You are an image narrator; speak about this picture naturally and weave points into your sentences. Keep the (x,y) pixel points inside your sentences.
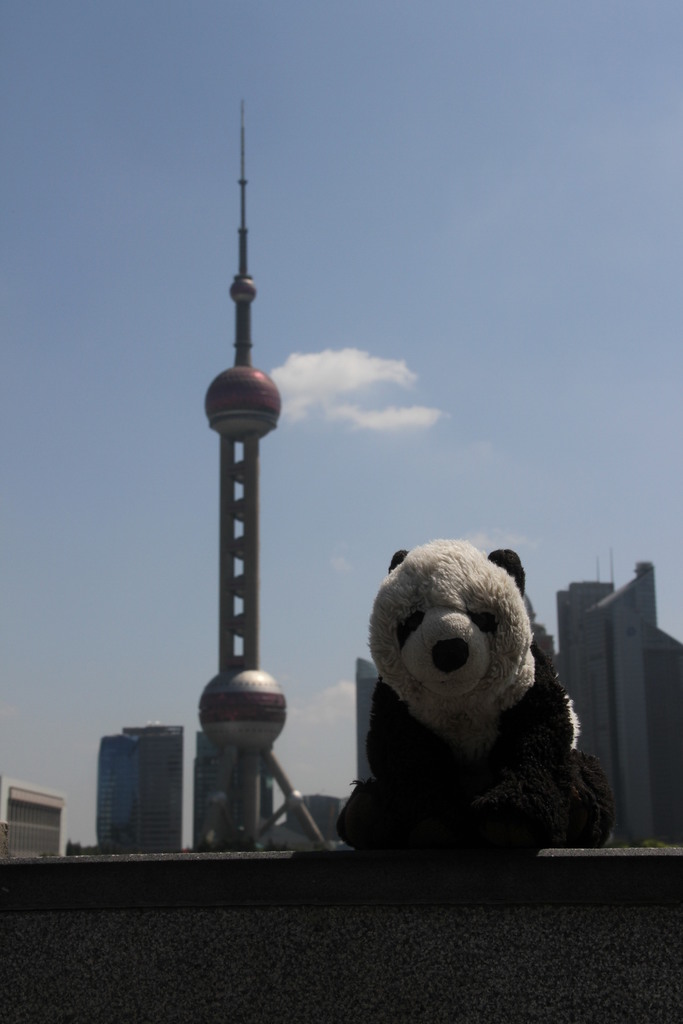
This picture is clicked outside. In the foreground (503,626) there is a toy (455,683) of a panda (455,645) placed on an object (503,888). In the background (118,827) we can see the skyscrapers (582,591), buildings (218,753), tower (252,541) and the sky (530,112) with some amount of clouds (396,414).
